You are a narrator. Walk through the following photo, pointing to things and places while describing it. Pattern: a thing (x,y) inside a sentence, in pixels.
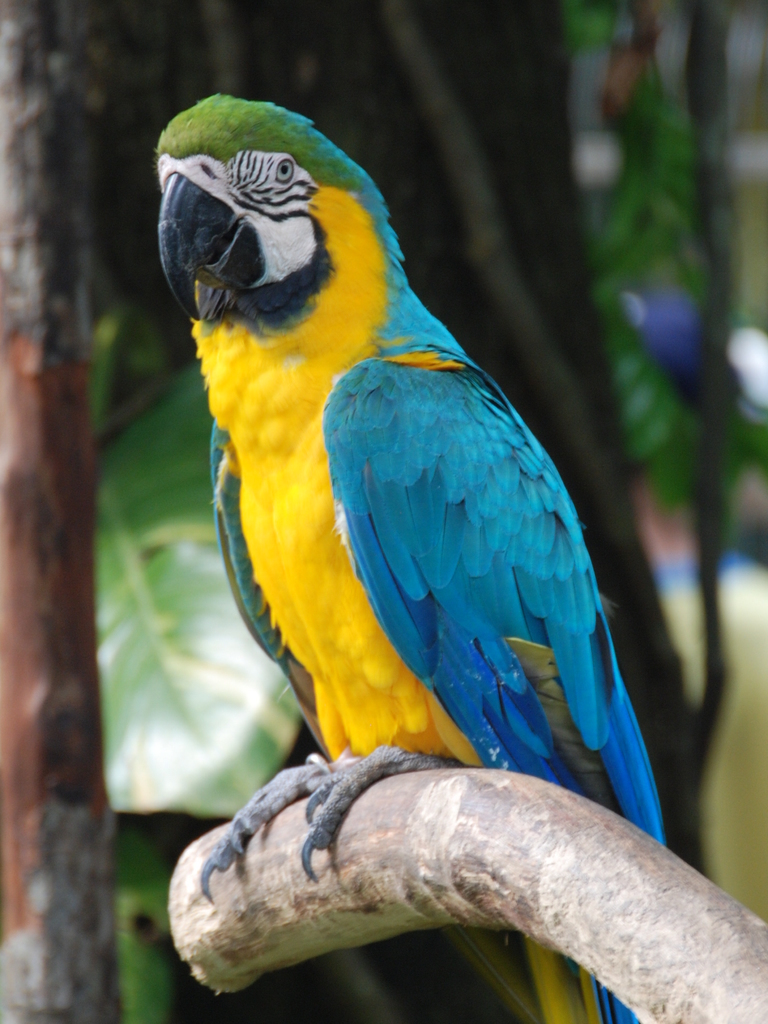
In the center of the image (433,563) there is a bird (387,736) on the tree bark (489,810). In the background of the image (83,750) there are trees (109,306).
